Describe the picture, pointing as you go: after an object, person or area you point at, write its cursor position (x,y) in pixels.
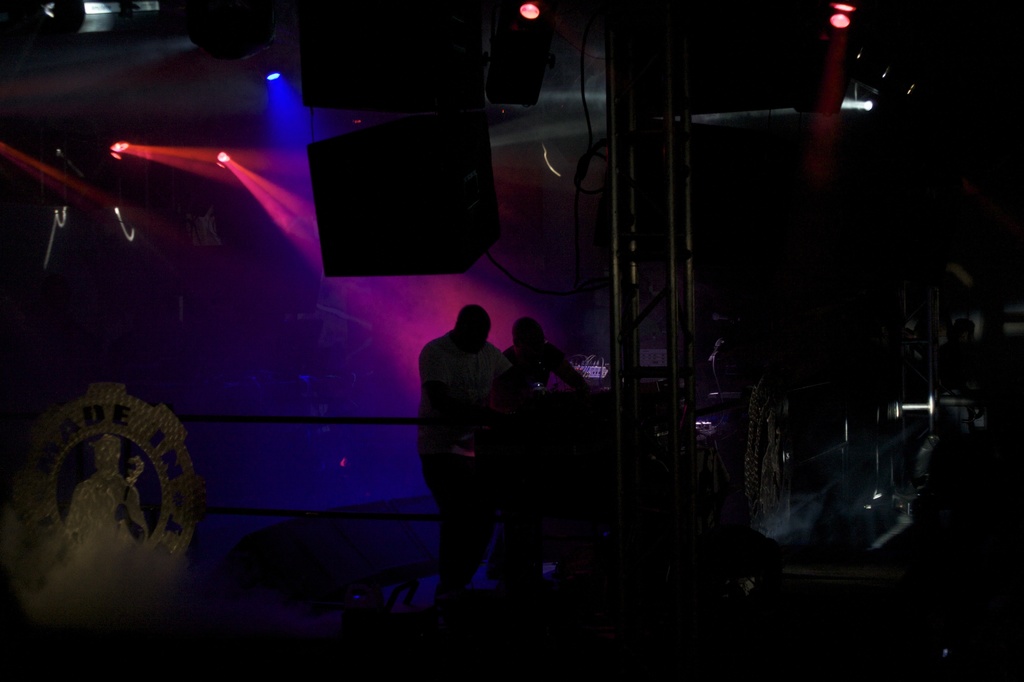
In the middle of the picture (530,347), we see two people (521,385) are standing. In front of them, we see an iron pillar (622,315). In the left bottom of the picture (100,526), we see an award (127,420) or a shield (115,508). At the top (116,151), we see the lights (290,200) and black color boxes (391,191). In the background (800,404), it is black in color. This picture is clicked in the dark.
